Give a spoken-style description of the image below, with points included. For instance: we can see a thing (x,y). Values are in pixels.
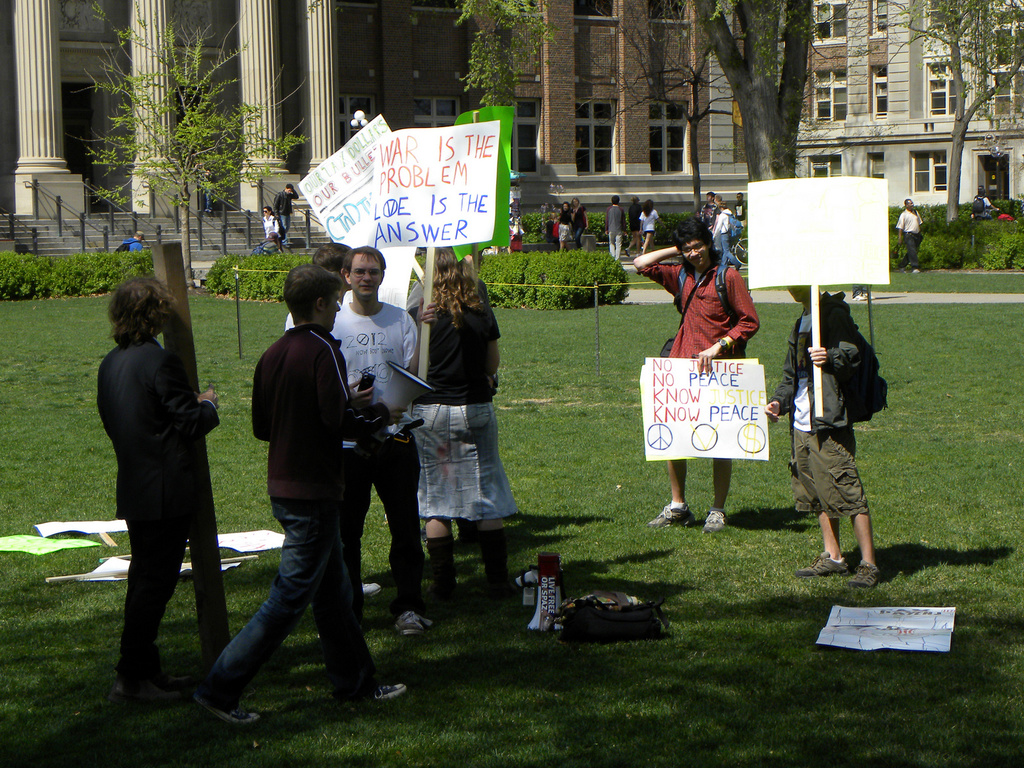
There are few persons (684,313) standing and holding slogan boards (477,192) in their hands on a greenery ground (766,379) and there are two other persons (278,494) standing in the left corner (294,569) and there are buildings (542,91), trees (782,88) and few people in the background (446,63).
